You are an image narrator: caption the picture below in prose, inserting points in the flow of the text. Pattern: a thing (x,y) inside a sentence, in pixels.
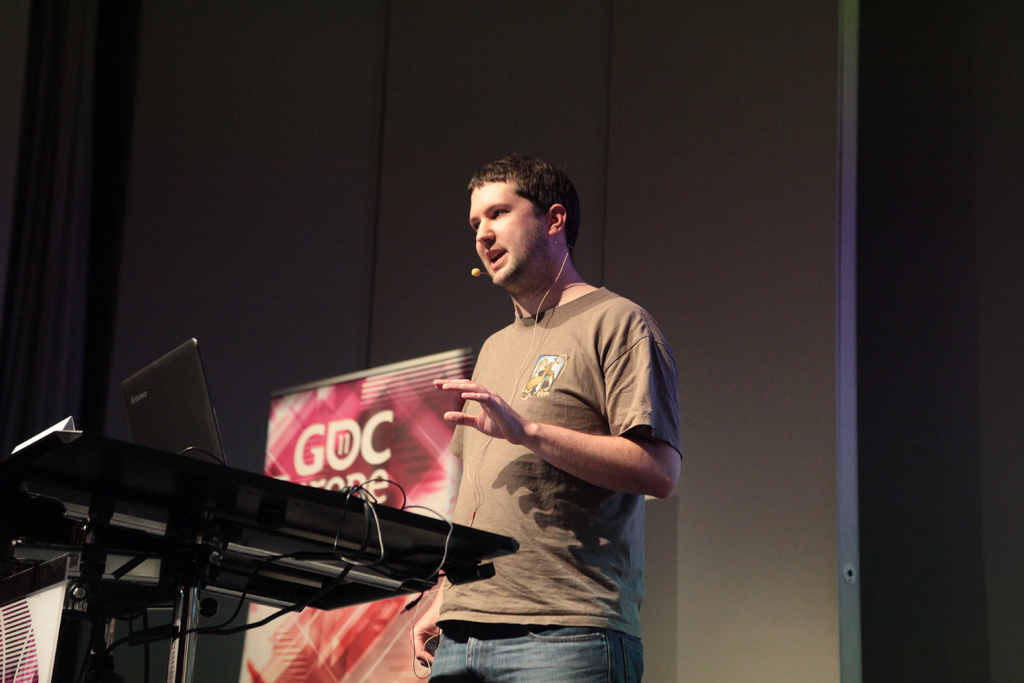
In this image we can see one person (507,445) standing near to the table (505,540) and talking. There is one banner (366,455) with some text (357,456), near to the wall (242,220), some wires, one laptop (180,385) on a table (250,545), one curtain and one banner (49,612) attached to the table (115,469).
